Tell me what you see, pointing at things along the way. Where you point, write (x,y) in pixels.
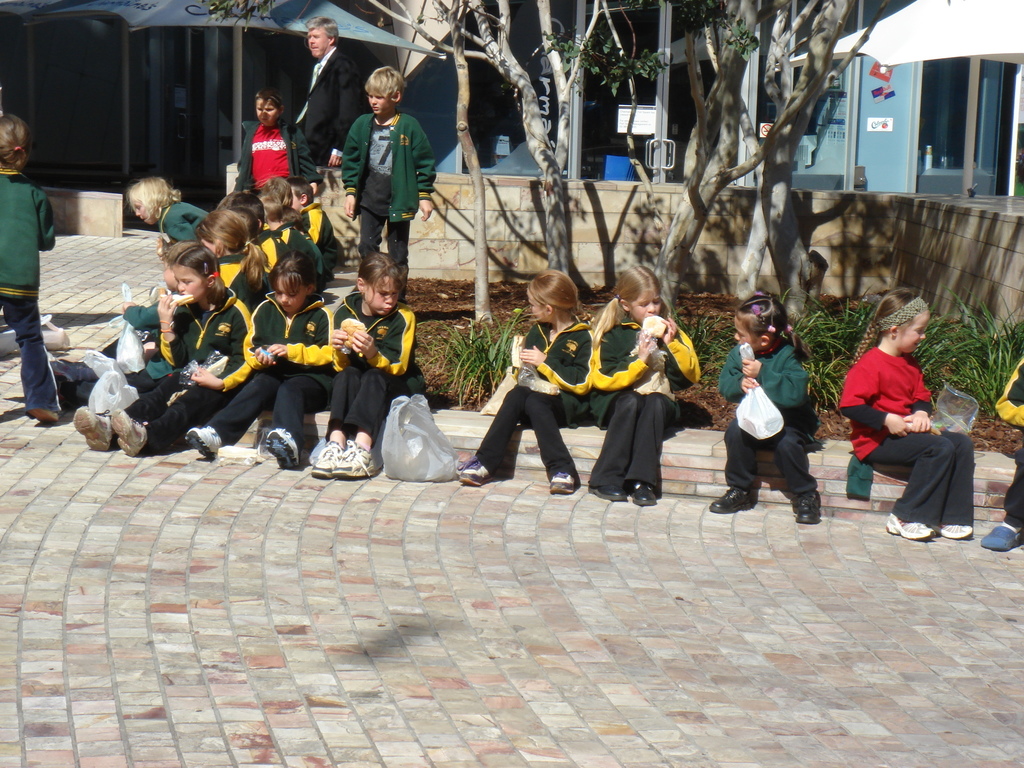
In this image there are a few children's (589,397) sitting and standing, they are holding some covers (493,393) and a few are eating something, there is a person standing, behind them there are trees (786,192), plants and a building (6,19).
